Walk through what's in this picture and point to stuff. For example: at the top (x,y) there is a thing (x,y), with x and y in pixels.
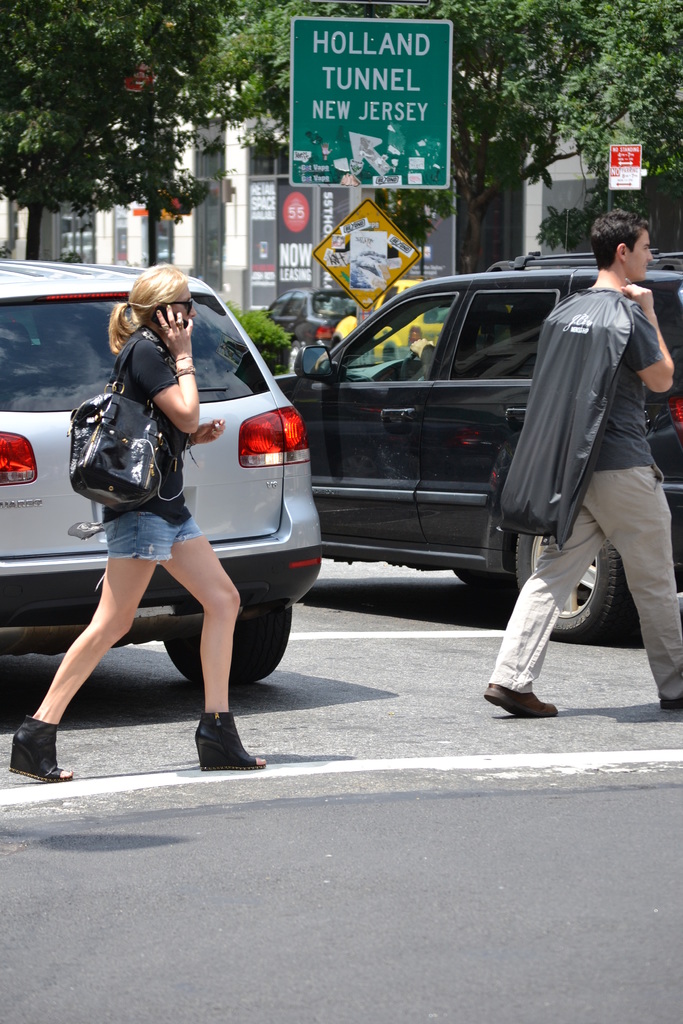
In the image in the center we can see two persons (516,667) were walking on the road (356,758) and they were holding some objects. In the background (272,203) we can see trees (21,185), banners (264,291), sign boards (334,129), building (52,228), wall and few vehicles (378,430).
